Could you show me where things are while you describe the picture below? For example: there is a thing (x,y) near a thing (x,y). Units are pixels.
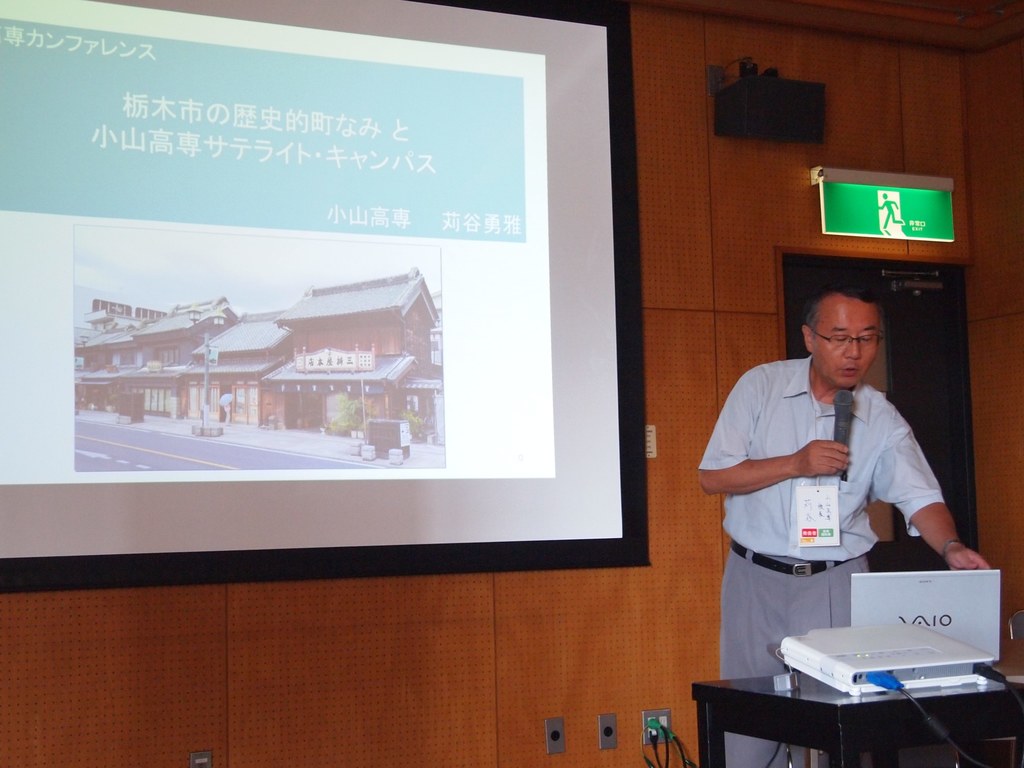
In this image person (833,353) is standing behind the table (858,718) having a laptop (885,626) and a projector (880,659) on it. Person (851,525) is holding a mike (845,430) in his hand (848,451). A display screen (613,256) is attached to the wall (728,259) having a door (962,323). There is a sound speaker (750,89) and an exit sign (898,221) is attached to the wall (971,239).
